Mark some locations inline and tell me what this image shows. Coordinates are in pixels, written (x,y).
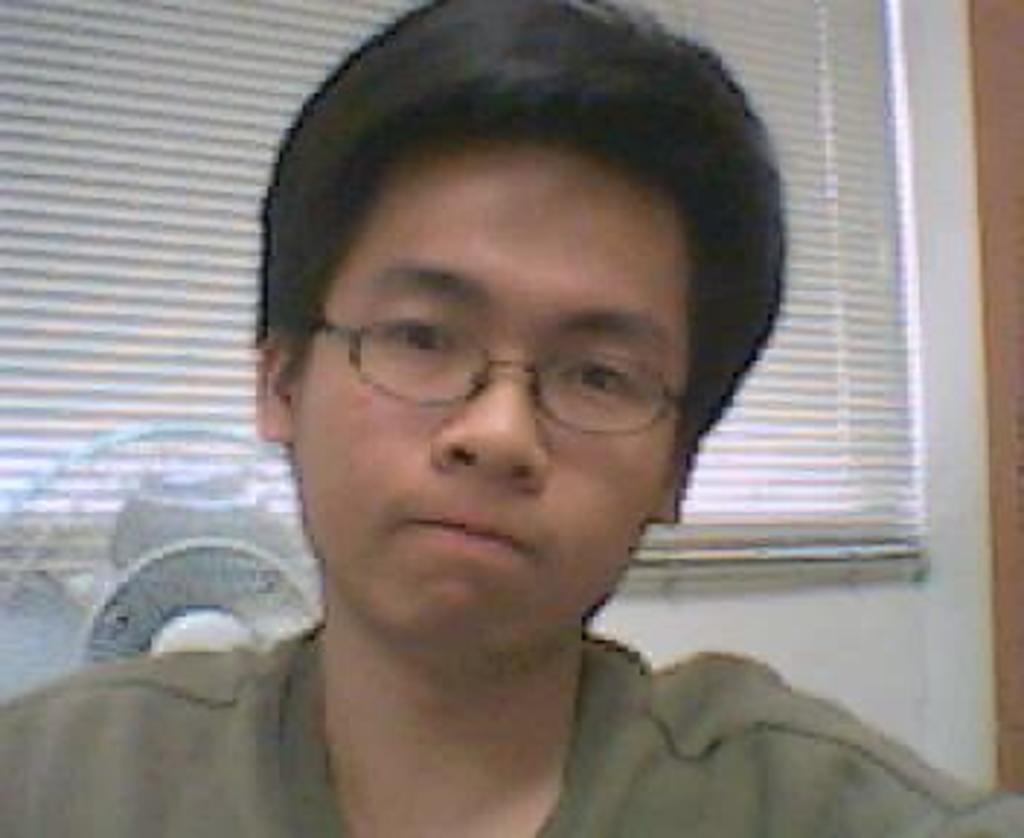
In the center of the image (439,429) there is a man (397,784). In the background (29,575) there is a window (798,130), wall (926,270) and table fan (158,567).
